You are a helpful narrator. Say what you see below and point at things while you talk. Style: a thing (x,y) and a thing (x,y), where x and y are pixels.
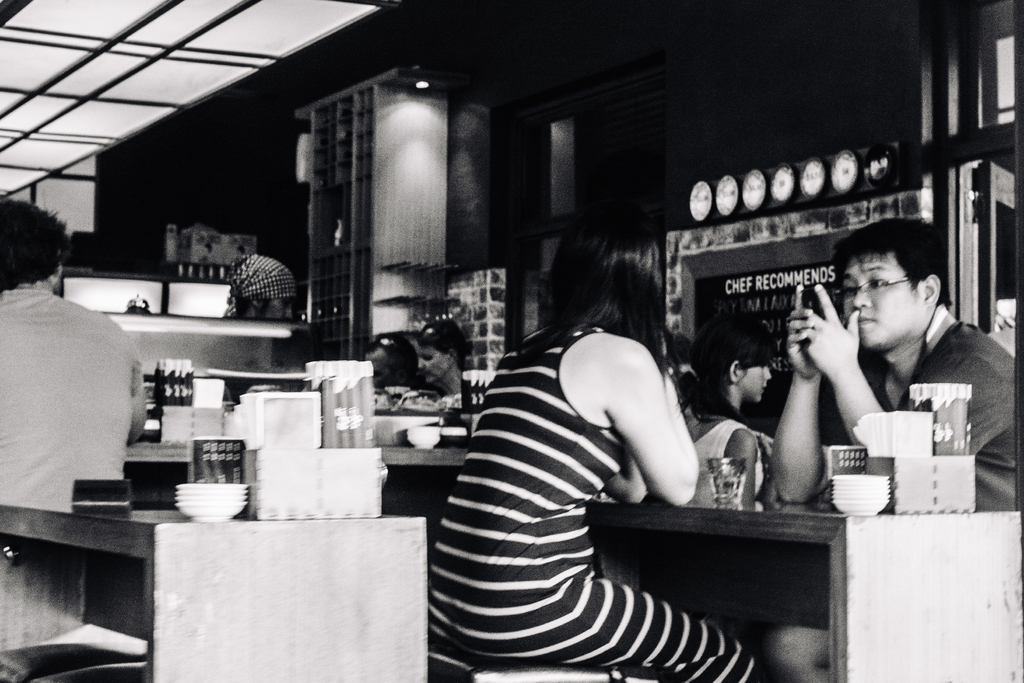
This is the image where few people (597,422) are sitting near the tables (928,529). On the tables (929,582) there are glasses (721,505), bowls (877,479) tissues (894,438) etc.
